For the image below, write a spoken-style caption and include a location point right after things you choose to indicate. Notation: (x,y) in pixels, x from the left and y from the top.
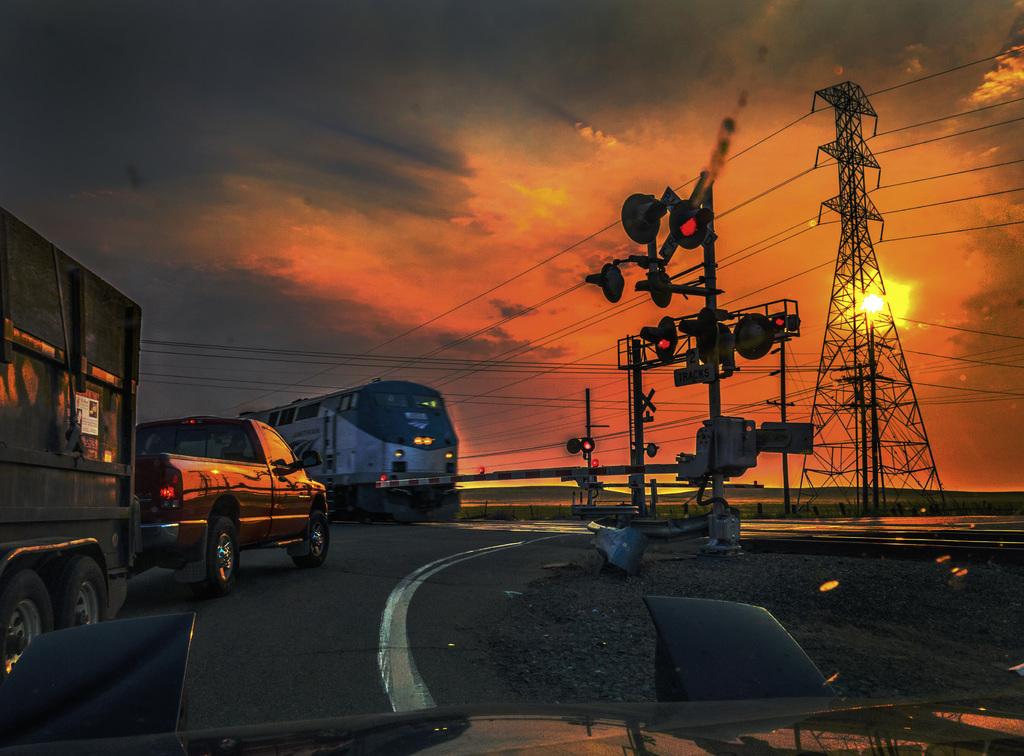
This image is taken outdoors. At the top of the image (204,204) there is the sky (343,211) with clouds (552,91) and sun (872,303). On the left side of the image (183,522) a truck (73,570) and a car (181,534) are moving on the road (302,683). At the bottom of the image (523,704) a car (634,716) is parked on the road (445,659). On the right side of the image (845,320) there is a signal tower (824,412) with many wires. There are a few poles (633,475) with street lights (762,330) and signal lights (644,204). In the middle of the image (404,463) there is a train (409,451) on the track (807,530).
